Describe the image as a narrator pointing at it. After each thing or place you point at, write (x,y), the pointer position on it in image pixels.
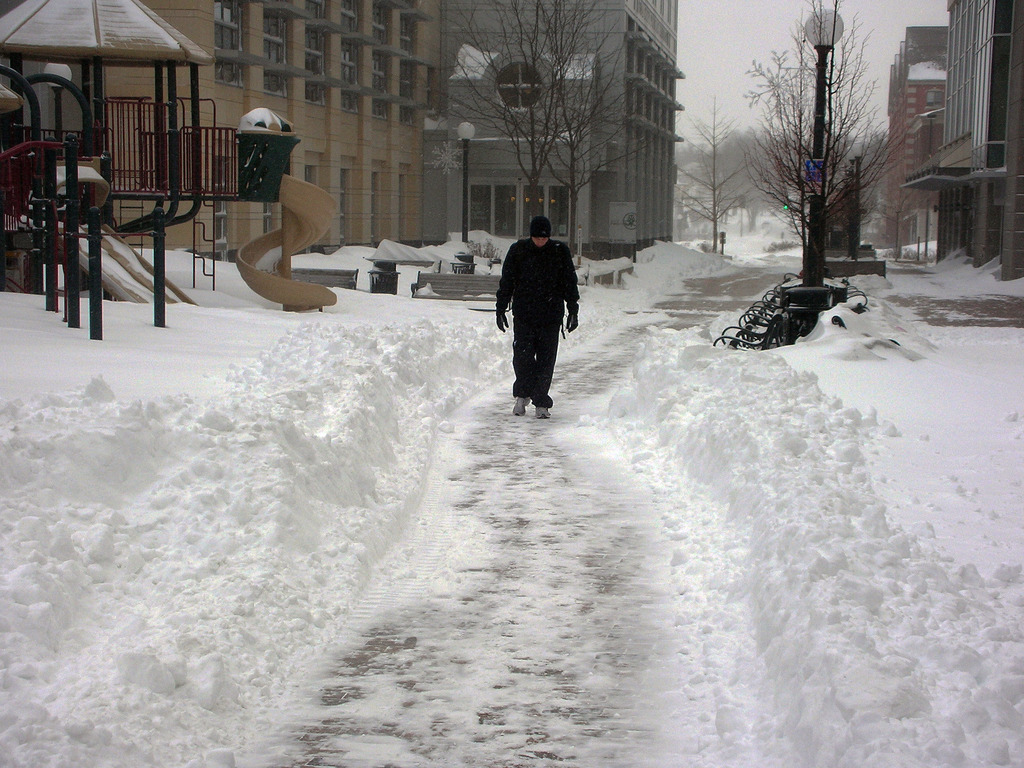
In this picture there is a person (530,278) walking on path (530,413) and we can see snow (379,415), railings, poles (851,193), slide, light poles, boards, buildings (604,52), trees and objects (349,284). In the background of the image (724,32) we can see the sky (713,69).
